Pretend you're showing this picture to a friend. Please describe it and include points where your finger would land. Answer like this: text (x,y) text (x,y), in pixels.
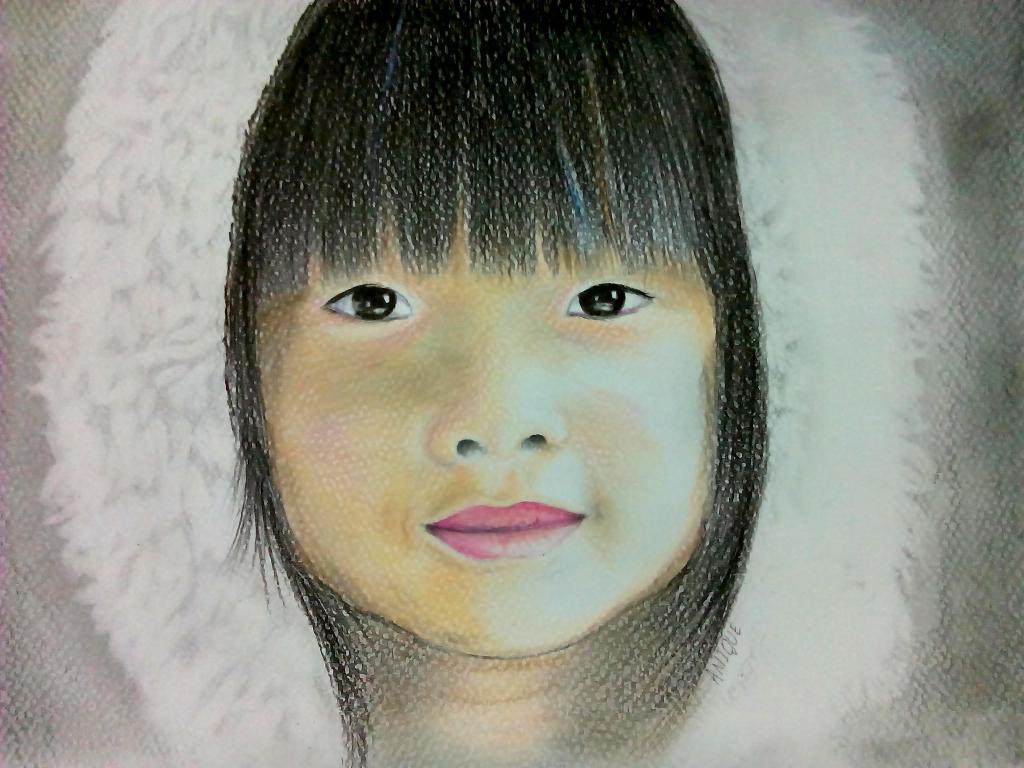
Here in this picture we can see a painting (446,617) of a child's face (454,629) and we can see she is smiling and wearing a fur coat (242,26) on her.
